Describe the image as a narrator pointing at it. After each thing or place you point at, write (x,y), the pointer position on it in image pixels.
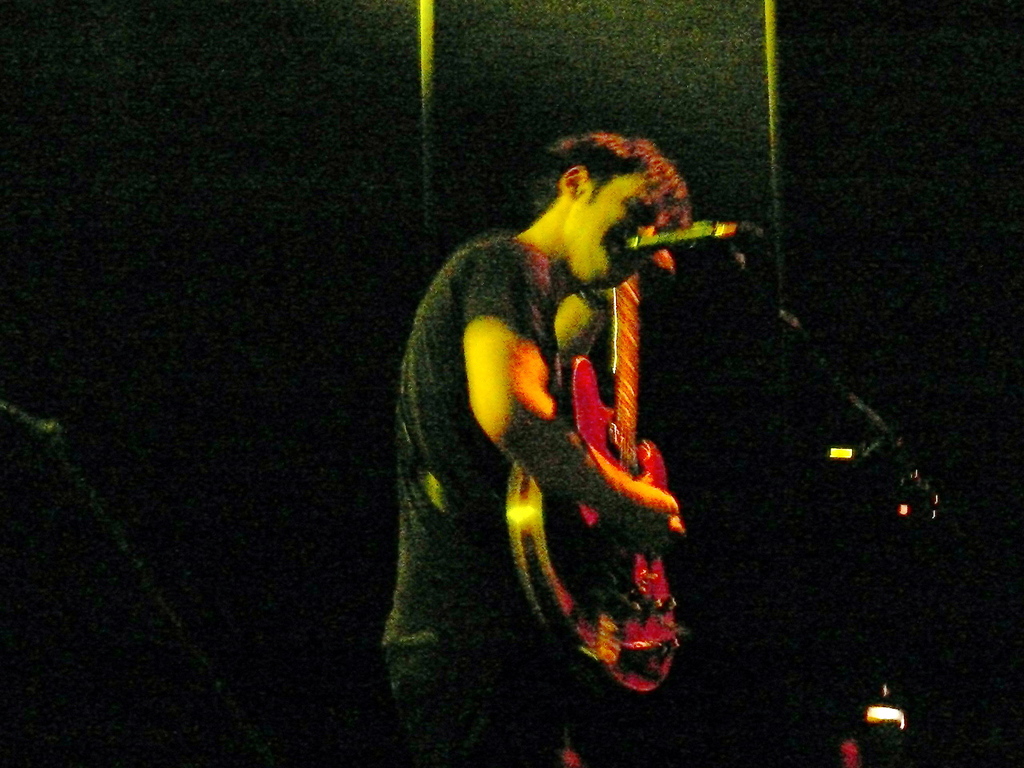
In this image there is a man (413,456) standing and playing a guitar (608,603).
